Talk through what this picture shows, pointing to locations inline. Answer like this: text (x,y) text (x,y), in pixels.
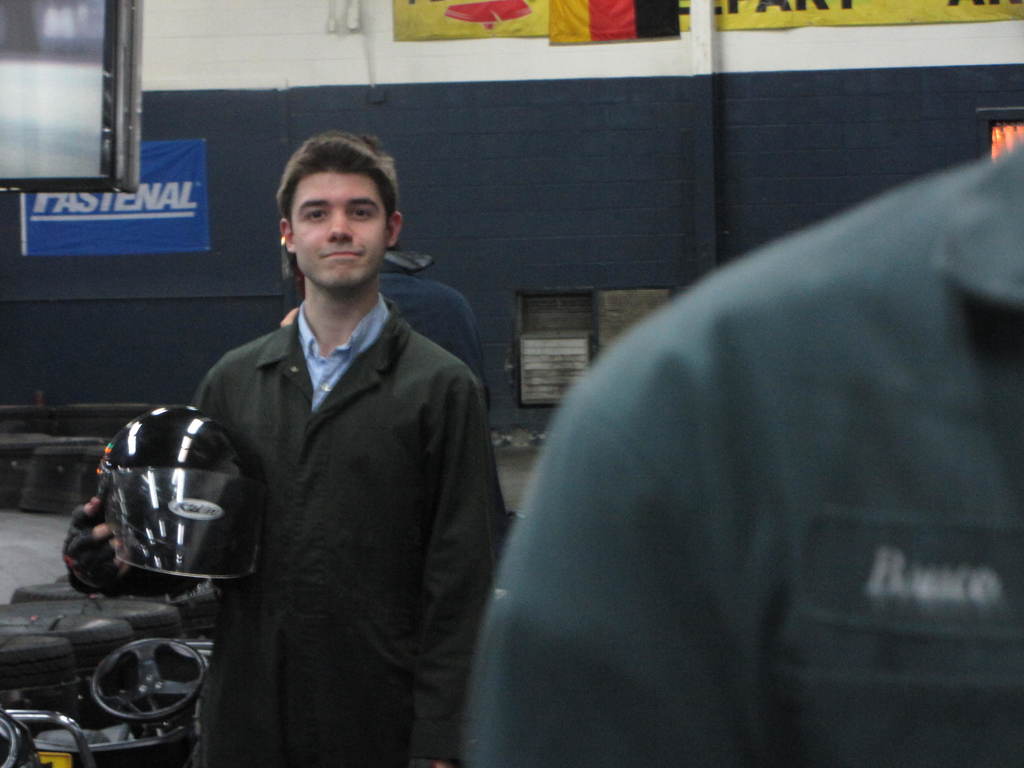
In this image we can see a person (292,474) wearing jacket (323,500), gloves (78,533), holding helmet (172,551) standing near the vehicle (126,683) and in the background (431,180) of the image there are some Tyres (52,671), wall (237,189) and there are some banners (183,172) attached to the wall (291,140).
